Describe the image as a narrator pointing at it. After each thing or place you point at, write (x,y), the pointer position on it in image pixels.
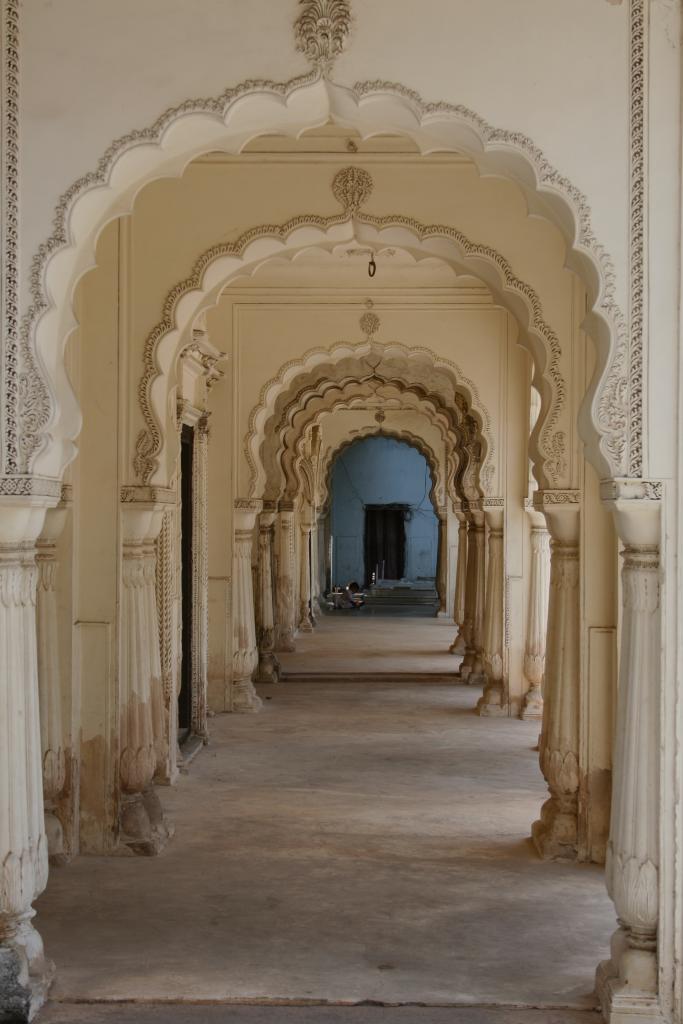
In this image I can see few walls (302,292) which are cream in color, the ground (263,785) and few pillars (639,767). In the background (378,473) I can see the blue colored wall (378,473), the door (385,515) and few objects (377,569) on the ground (427,635).
